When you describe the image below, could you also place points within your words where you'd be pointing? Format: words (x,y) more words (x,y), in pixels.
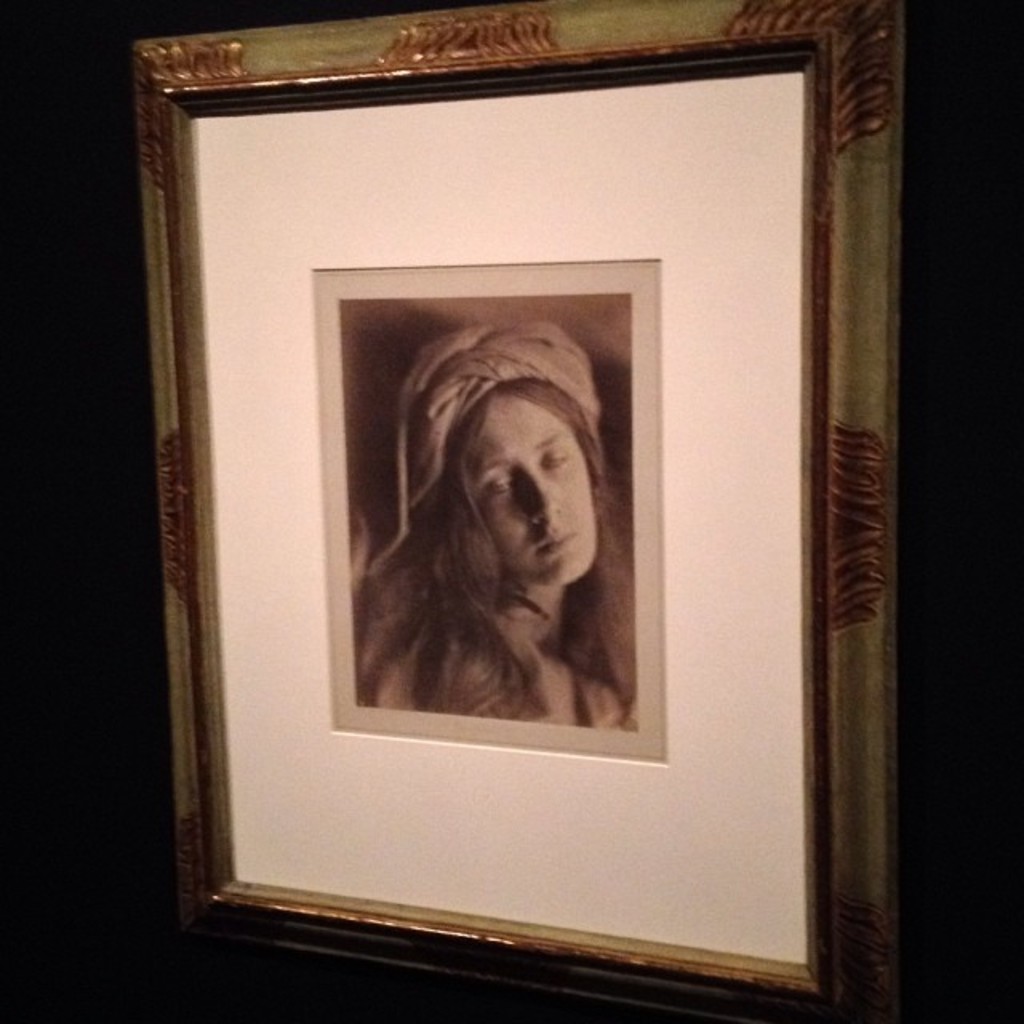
In this picture we can see a photo frame (782,538), in the photo frame (781,630) we can find a woman photograph (493,533).
